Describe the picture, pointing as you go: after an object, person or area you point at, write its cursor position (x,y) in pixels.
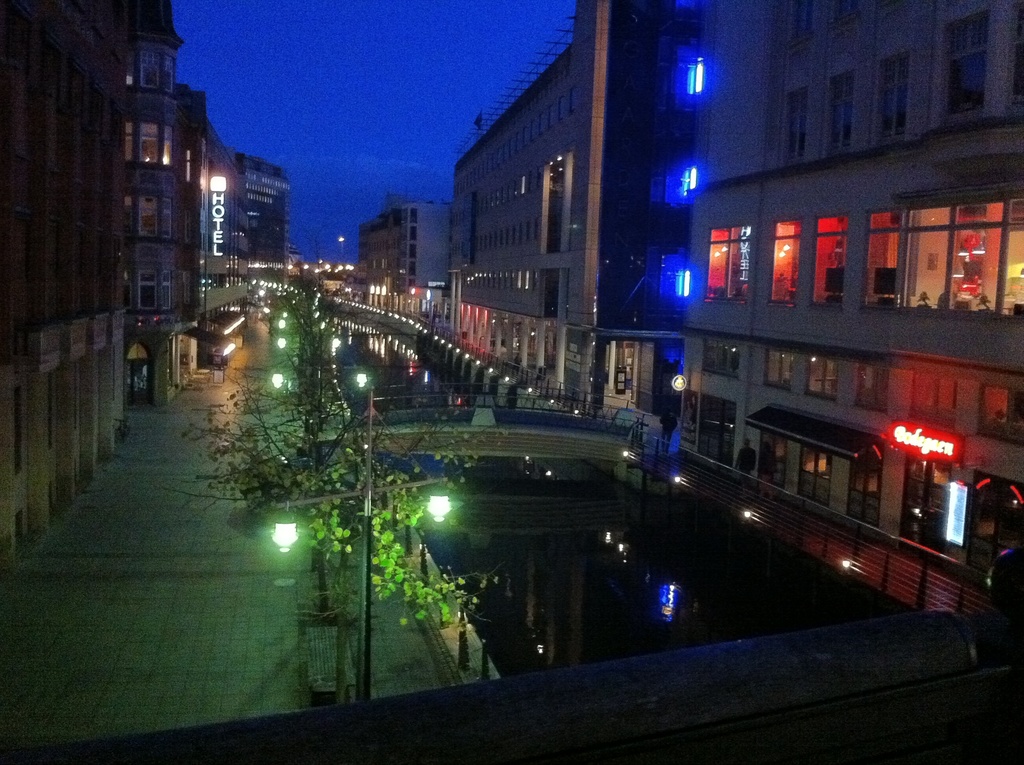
In this image there are buildings (541,198), water (502,591), trees (384,539), pole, boards (225,201), lights (397,313), bridge (449,436), blue sky (386,126), railing (390,417) and objects (200,366). In-front of that building (726,255) there are two people (744,455).
